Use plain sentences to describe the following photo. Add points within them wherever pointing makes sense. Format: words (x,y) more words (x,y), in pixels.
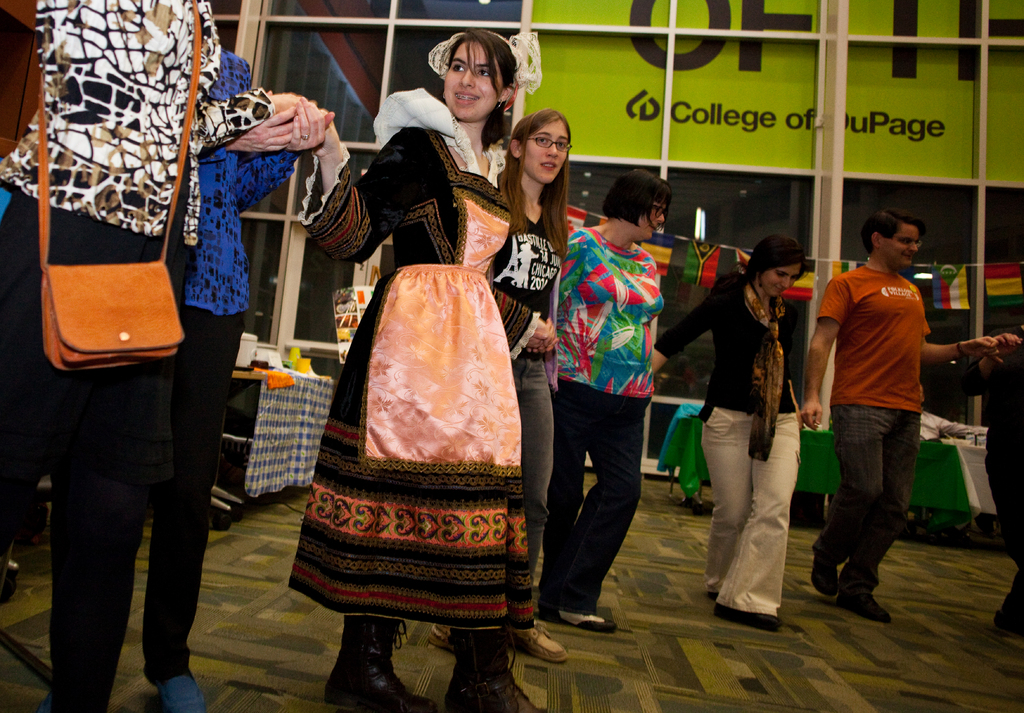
This picture describes about group of people (605,336), on the left side of the image (118,124) we can see a woman (105,128), she wore a bag (100,276), in the background (945,447) we can see few flags (701,273), lights (701,237), hoarding (653,145) and few things (274,358) on the tables (814,447), and also we can see few metal rods (671,47).
